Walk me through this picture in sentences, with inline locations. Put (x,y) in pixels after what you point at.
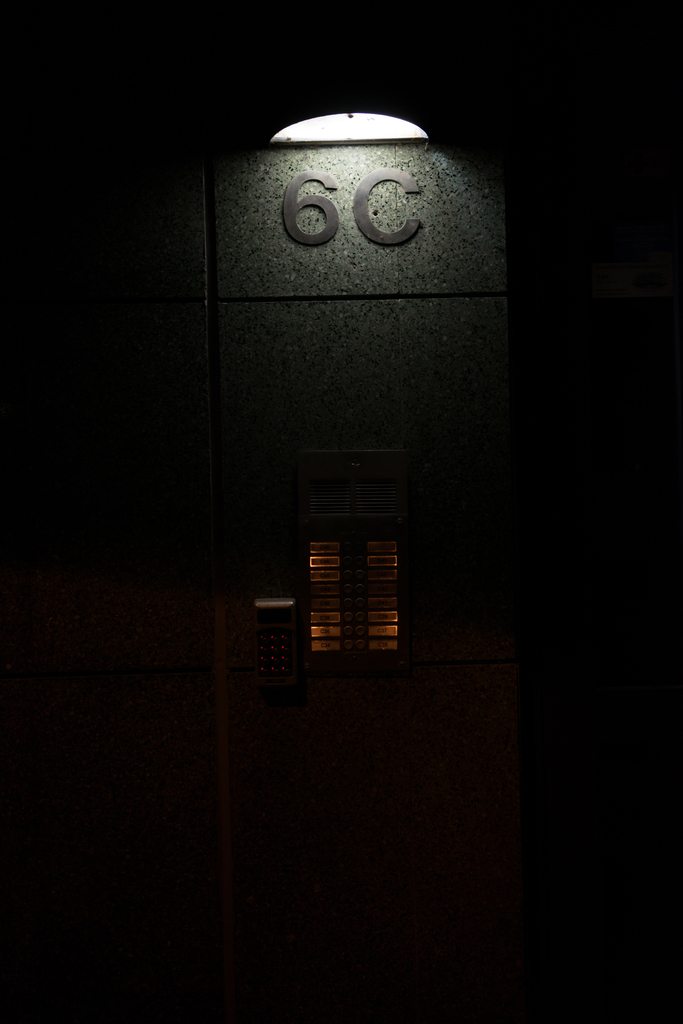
This picture is dark where we can see lamp (315,117), 6C (384,192) written on the wall (386,229) and electronic device (264,646) where few buttons (358,605) are there.
